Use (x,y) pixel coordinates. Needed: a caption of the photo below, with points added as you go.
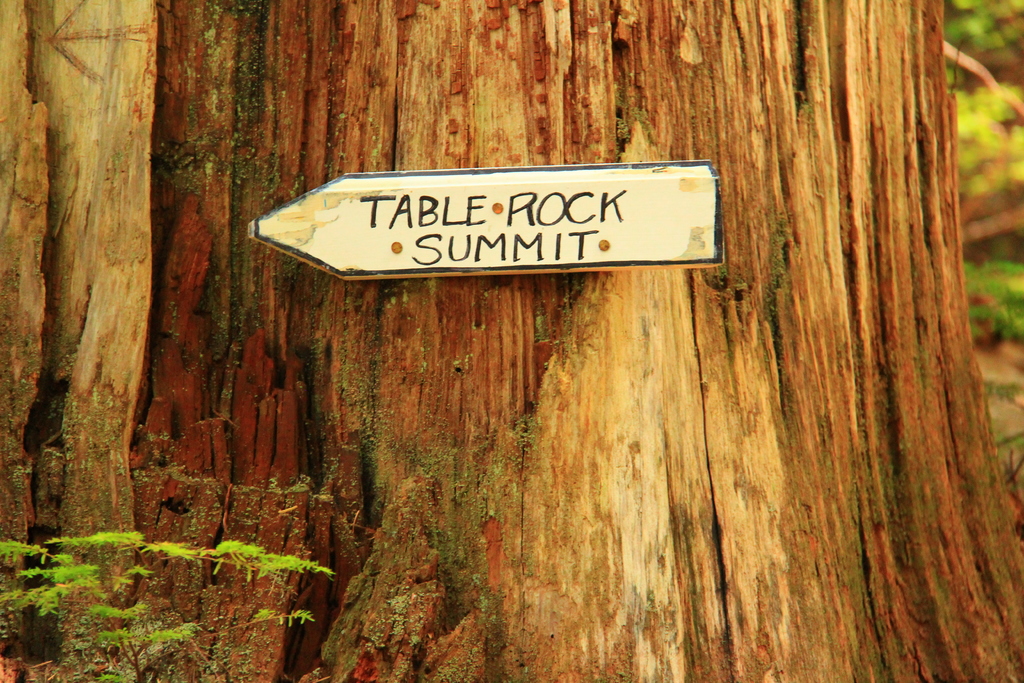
In this image in the center (648,398) there are trees (116,51) and on the trees (216,242) there is a board (464,225), on the board (568,235) there is text (618,219) and at the bottom (218,562) there are some plants (233,554) and in the background (987,282) also there are plants (987,309).
